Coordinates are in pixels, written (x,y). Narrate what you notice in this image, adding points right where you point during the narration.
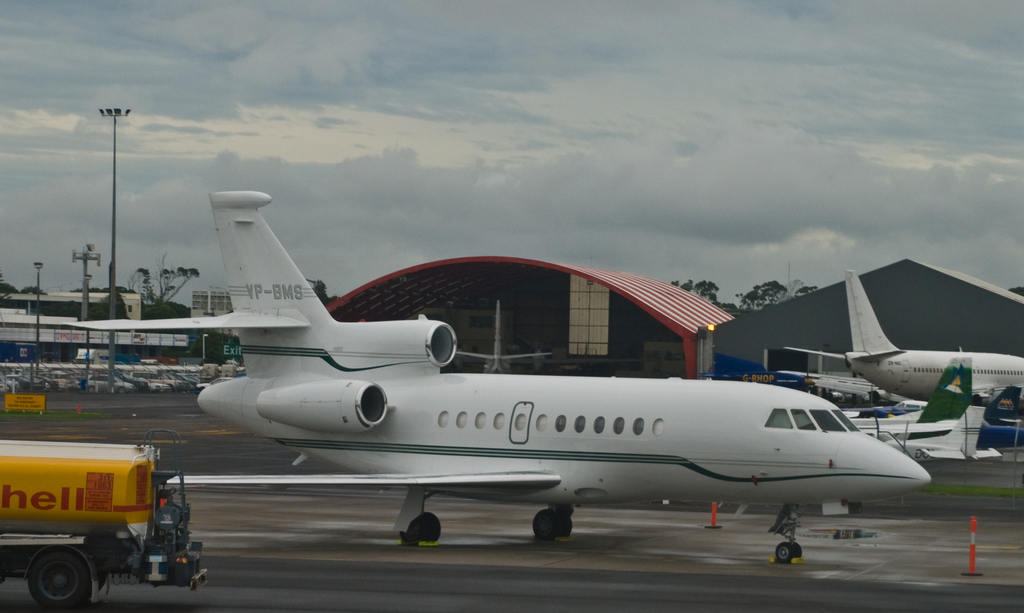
At the bottom of the image (286,557) there is a runway (872,581). On the runway (241,566) there is a flight (376,435) and also there is a vehicle (6,446) on the left side (127,473). Behind the flight (815,409) there are few flights (865,371) and also there are vehicles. There are shed (600,304) with roofs (690,298) and walls (493,318). In the background (51,373) there are cars (96,372) in the parking area (226,374) and also there are few buildings (31,310) and trees (189,278). There are poles (113,293) with lights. At the top of the image (614,107) there is sky (335,124) with clouds (479,164).
